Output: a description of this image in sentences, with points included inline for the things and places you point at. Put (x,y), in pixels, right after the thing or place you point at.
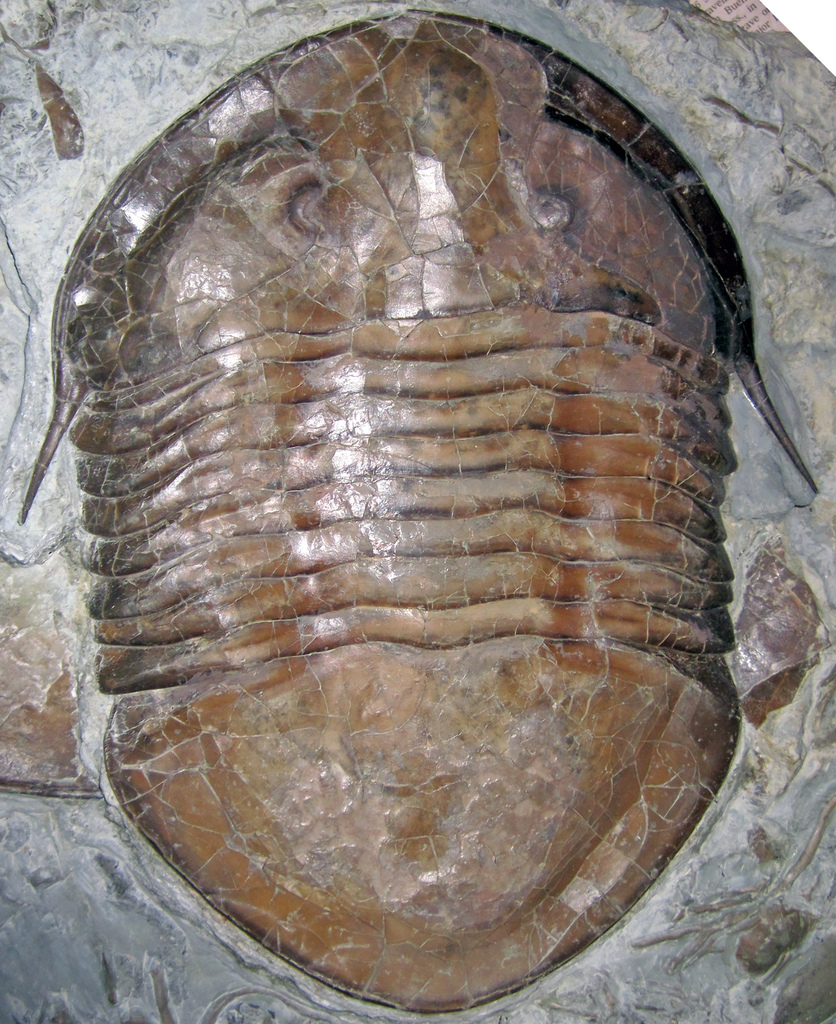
In this image we can see a trilobite fossil (761,411) in stone (11,209).
